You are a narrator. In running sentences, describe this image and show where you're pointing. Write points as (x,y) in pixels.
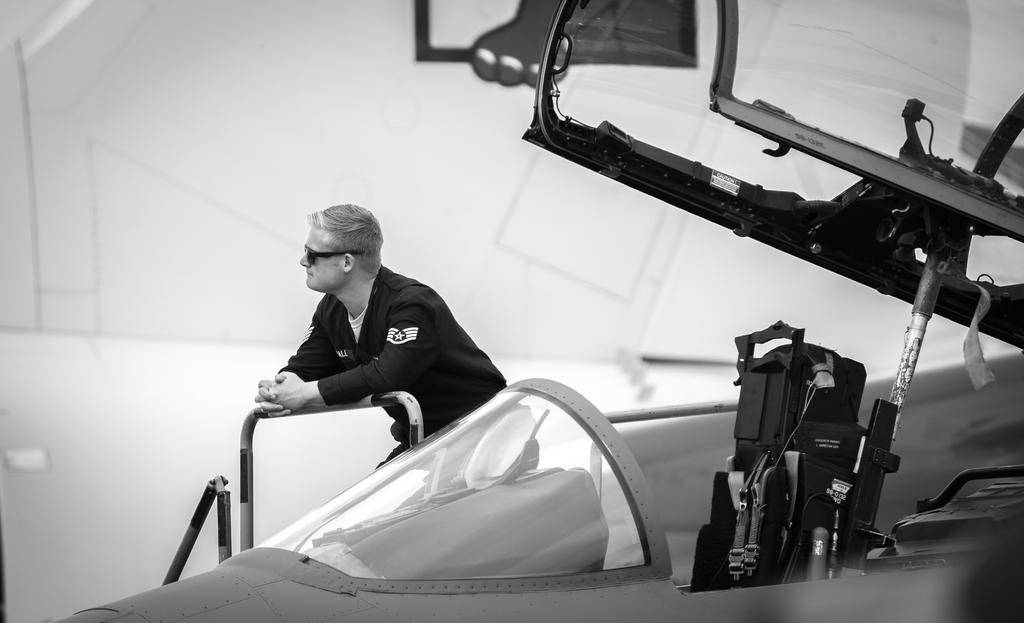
This is a black and white image. There is an aeroplane (902,174). A person (413,377) is standing wearing goggles (324,256).
